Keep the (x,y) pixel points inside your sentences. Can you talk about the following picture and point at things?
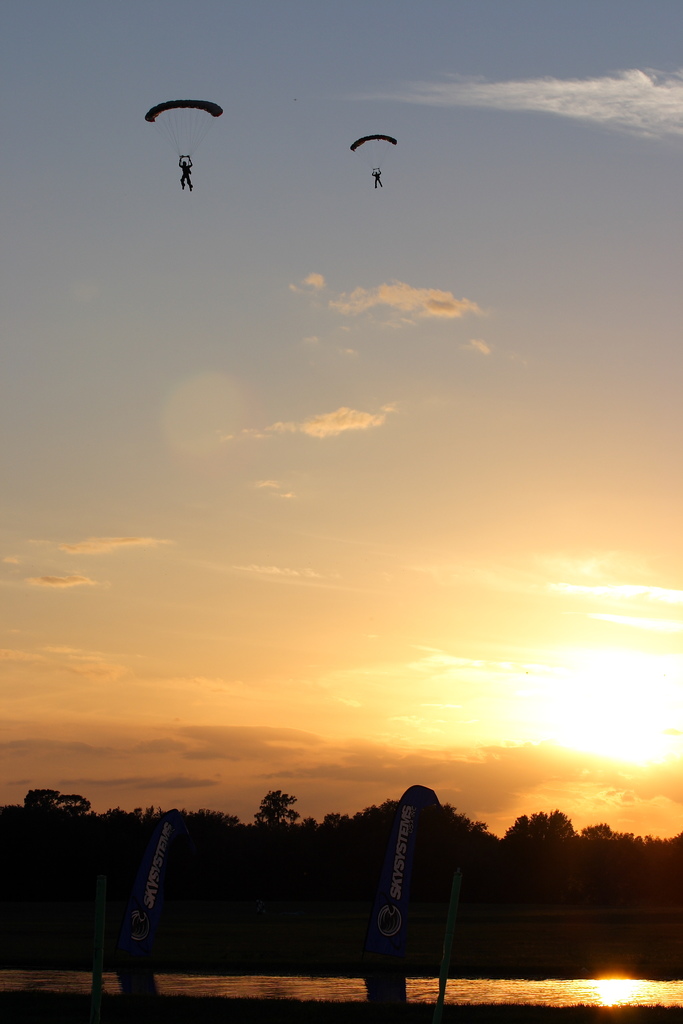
In this image I can see two people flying and holding parachute (213,114). I can see trees (450,837), water (571,990) and few boards (383,903). The sky (543,104) is in white, blue and yellow color. I can see a sun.
